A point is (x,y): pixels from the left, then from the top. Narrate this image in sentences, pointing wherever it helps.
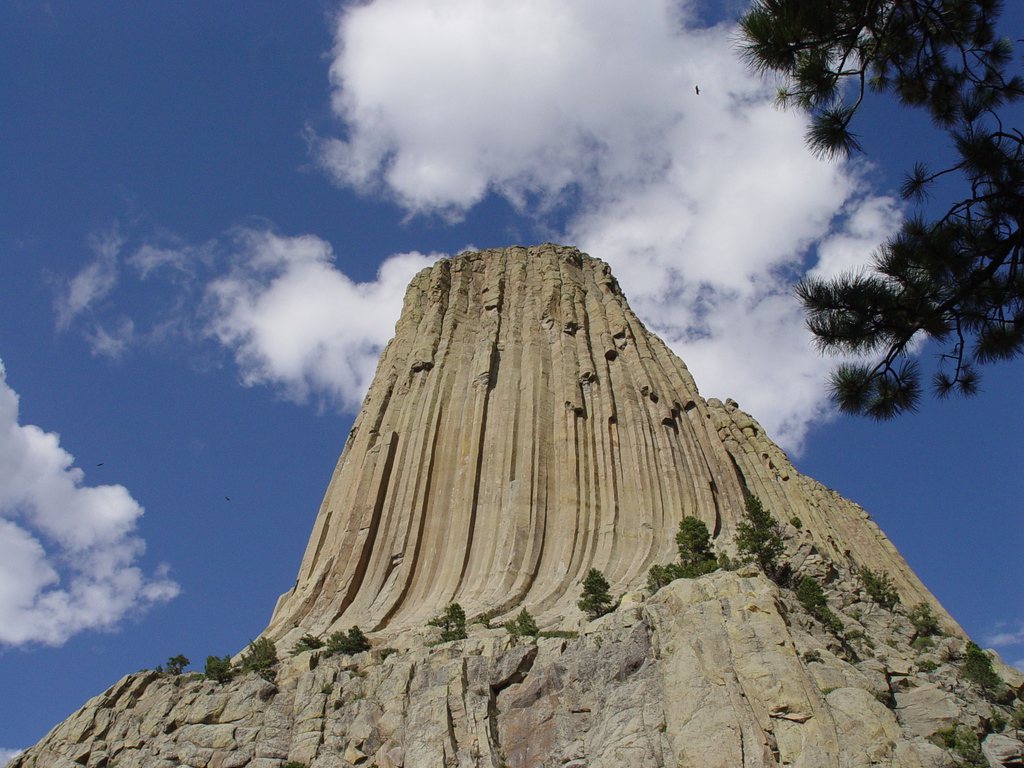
In this image in the center (421,440) there is a hill (557,481), and on the hill (755,449) there are some plants (270,663) and on the right side (890,321) there is a tree (884,308). And at the top of the image (552,125) there is sky (123,439) and we could see some birds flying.
